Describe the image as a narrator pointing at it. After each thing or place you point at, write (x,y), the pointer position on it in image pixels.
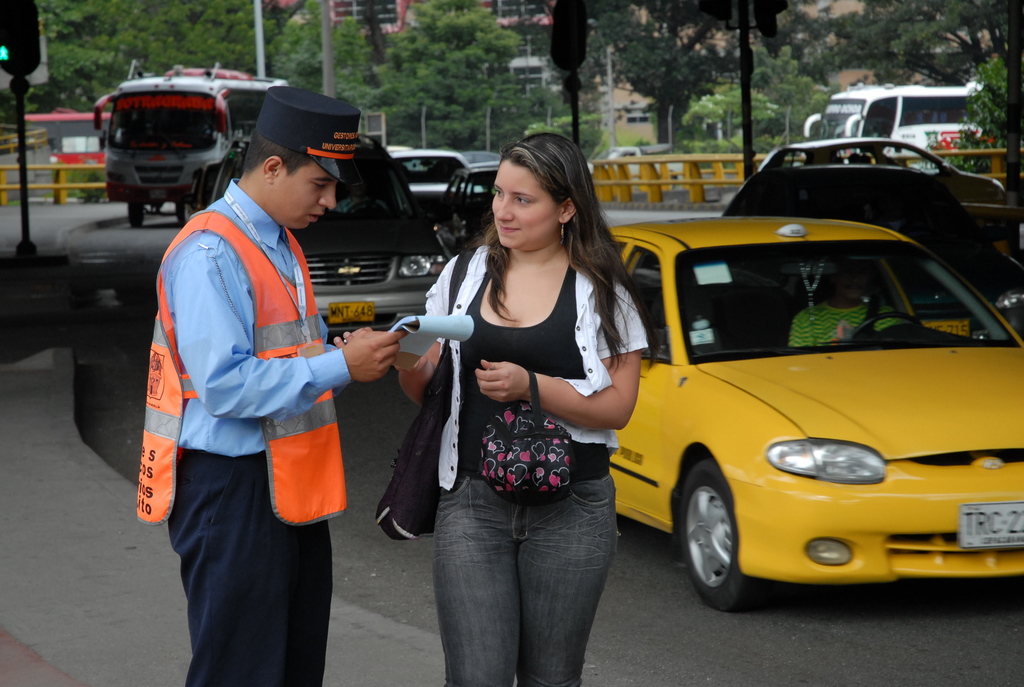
In the picture I can see a man (256,397) and a woman (482,525) are standing and holding some objects (539,457) in hands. In the background (575,88) I can see vehicles (85,140) on the road (361,404), trees (422,101), fence (9,145), poles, traffic lights (10,23) and some other objects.
